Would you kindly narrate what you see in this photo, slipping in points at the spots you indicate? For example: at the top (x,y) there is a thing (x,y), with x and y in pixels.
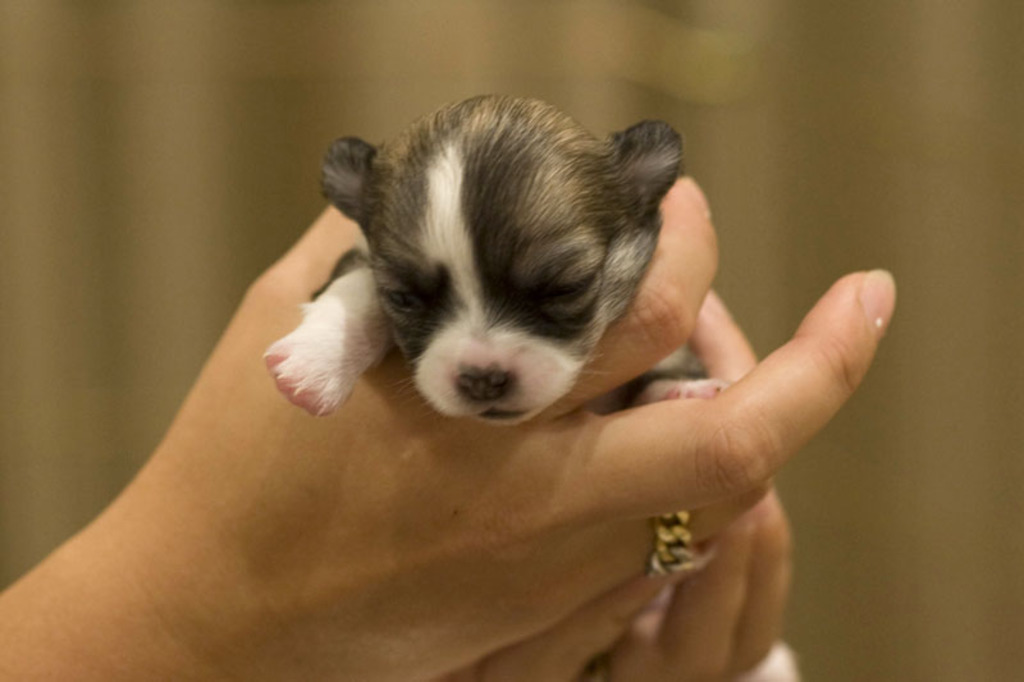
In this image I can see human hands (383,532) holding a puppy (504,317) which is black, brown and white in color. I can see the blurry background (967,181) which is brown in color.
